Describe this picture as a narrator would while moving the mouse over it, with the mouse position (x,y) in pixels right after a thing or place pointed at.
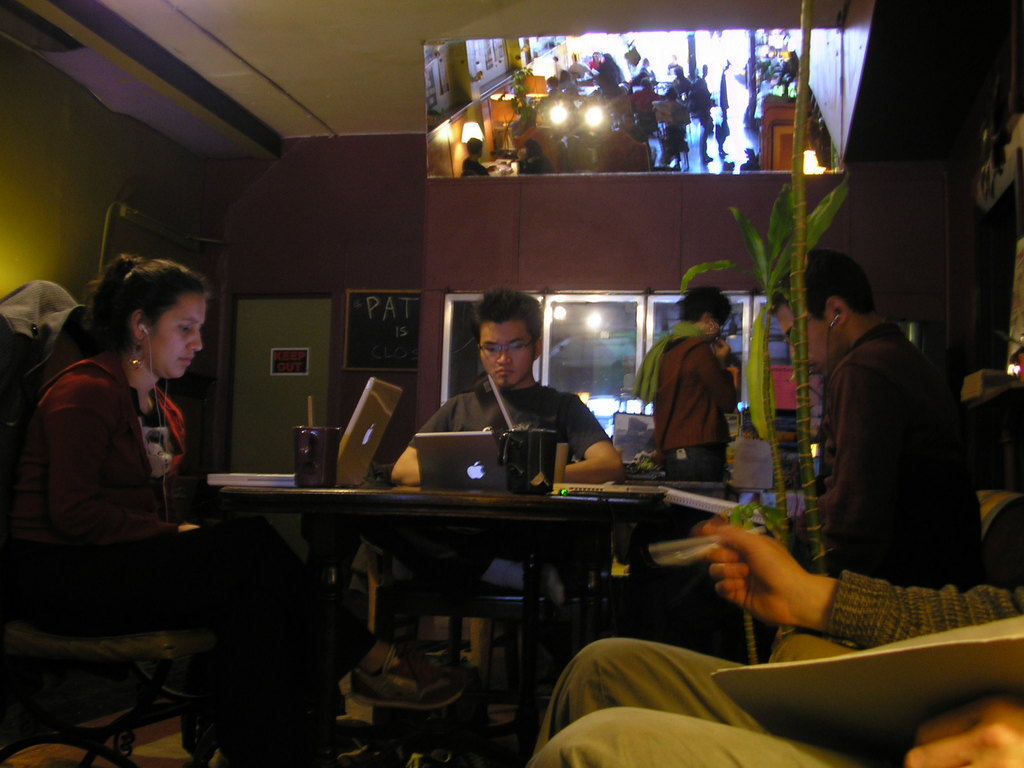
In this picture these persons (619,664) are sitting on the chair (447,599). There is a person (716,389) standing. On the background (633,184) we can see a glass (567,137) and wall (355,231). There is a glass window (598,347). There is a table (484,494). On the table (448,497) we can see laptops (443,459), glasses (301,444) and there is a plant (761,335). We can see chairs (380,586).
